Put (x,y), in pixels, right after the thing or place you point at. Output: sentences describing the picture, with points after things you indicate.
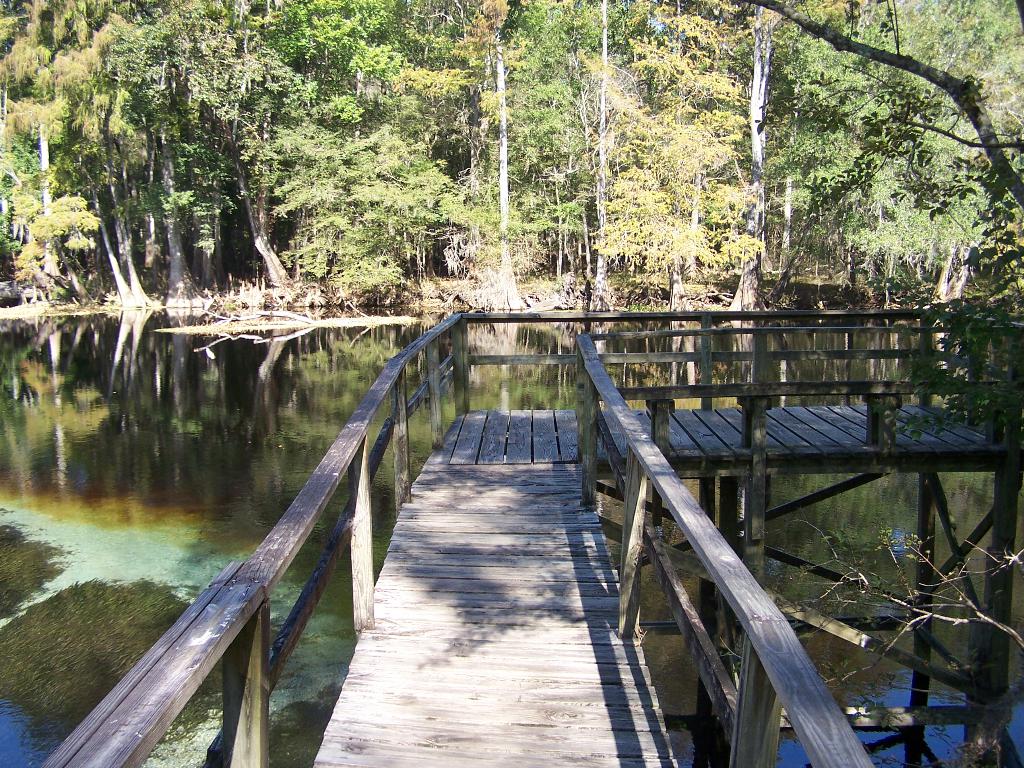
In the center of the image (503,425) we can see a bridge (557,462) and wooden railing (684,515). In the background of the image (264,29) we can see the trees (427,235), water (11,328), algae (72,664) on the water (422,428), sticks (318,324).
